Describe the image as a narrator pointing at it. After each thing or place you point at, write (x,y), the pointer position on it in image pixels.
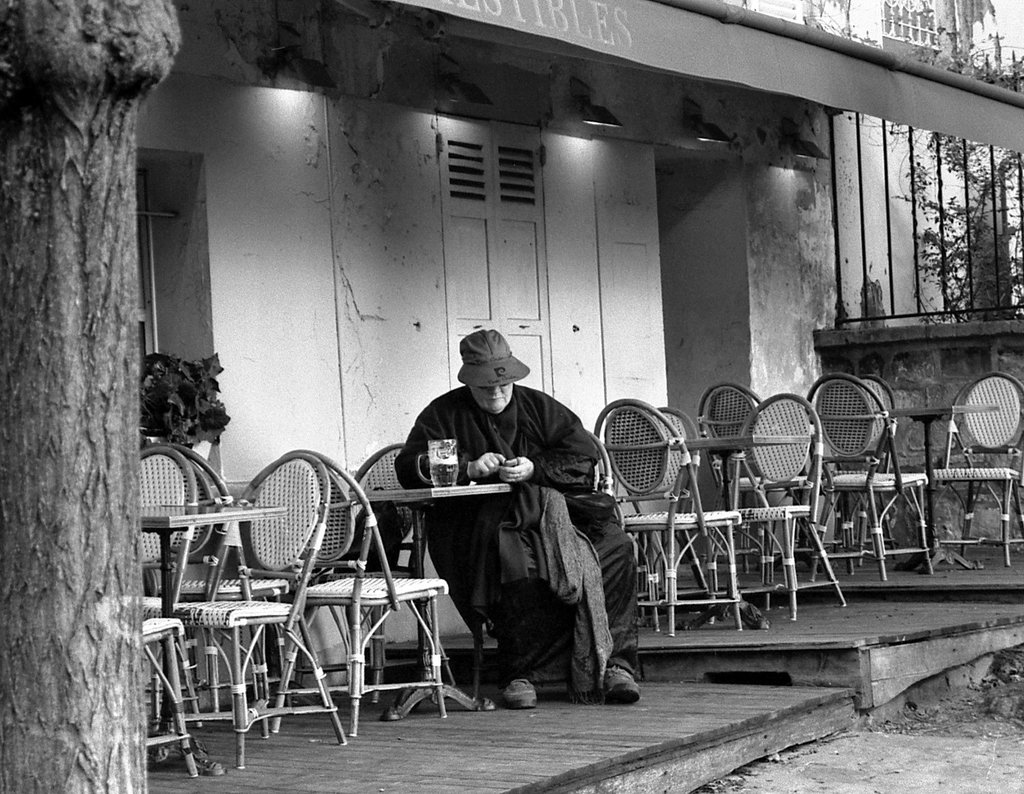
In this image, in the middle (541,529) there is a man (550,554) sitting on the chair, there are some tables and there are some chairs (363,586), in the background (231,263) there's a white color wall (288,247) and there is a door (464,294) which is in white color.
